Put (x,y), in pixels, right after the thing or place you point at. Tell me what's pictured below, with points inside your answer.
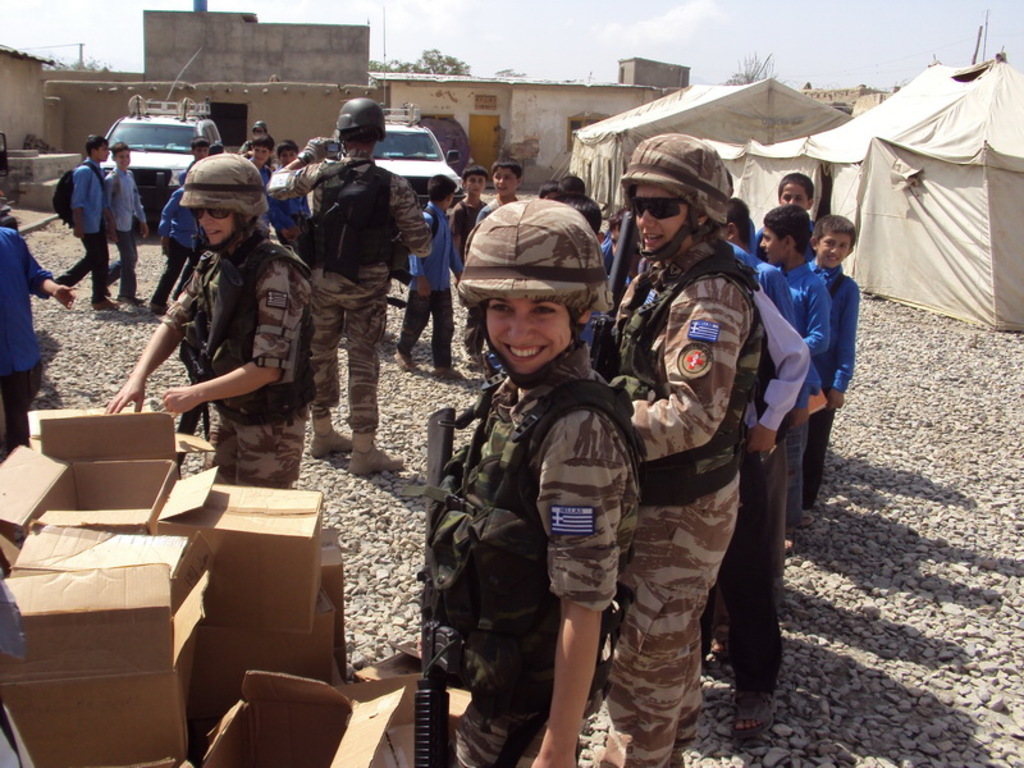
This image consists of many people (345,208) standing on the ground (384,646). At the bottom left (118,609), there are boxes (206,617). In the background (506,121), there are two cars (432,171) along with small houses (23,83).
